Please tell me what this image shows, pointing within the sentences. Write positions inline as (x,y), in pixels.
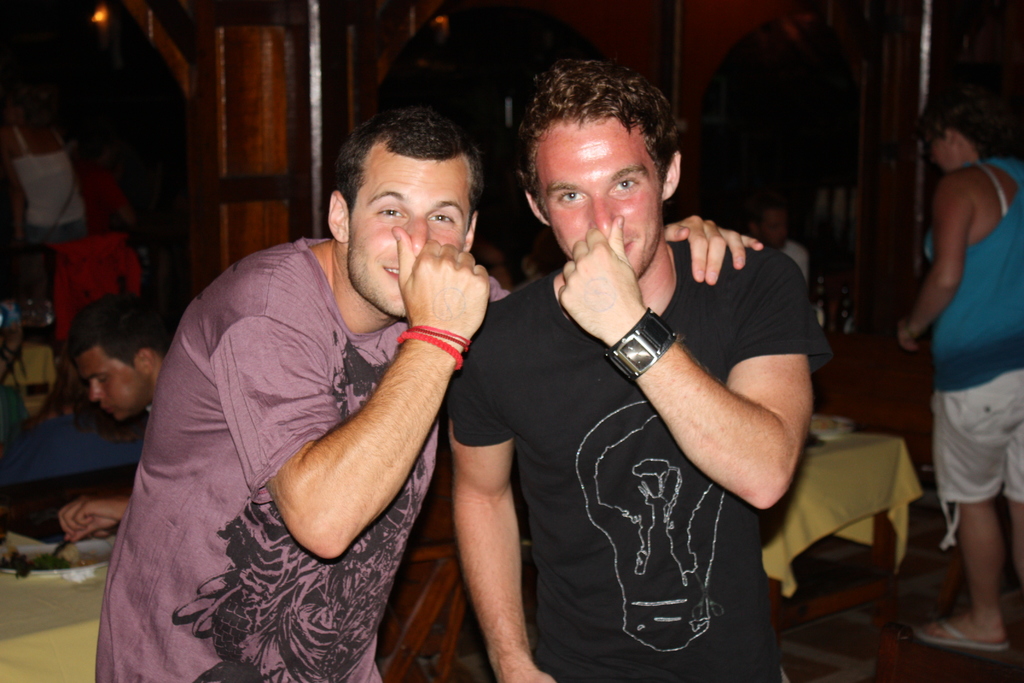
In this image I can see two men (468,325) are standing and I can see both of them are wearing t shirts (625,377). I can also see both of them are holding their nose (608,207). In the background (1016,519) I can see few more people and I can see this image is little bit in dark from background (830,34).
